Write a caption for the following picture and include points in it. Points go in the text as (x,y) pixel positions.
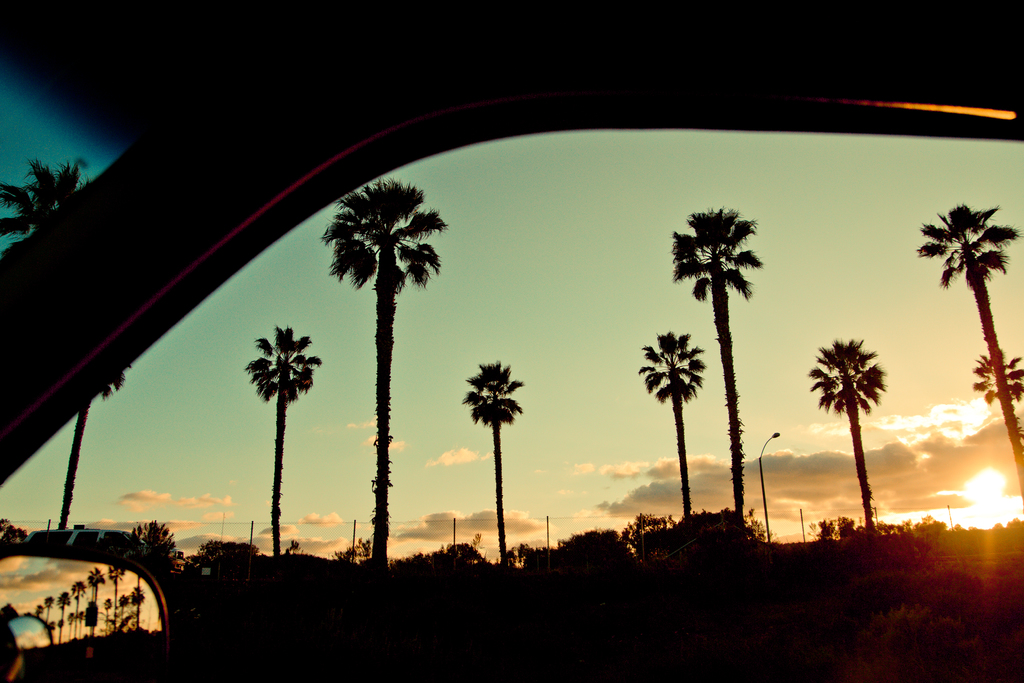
This picture might be taken from inside of the glass window (446,497). In this image, we can see some trees (141,526), street lights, sun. At the top (583,208), we can see a sky (589,250). On the left side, we can also see a tree (58,188) from outside of the glass window (35,100). On the left corner (62,609), we can see a mirror (33,663). In the mirror (136,635), we can see some trees (129,629).
